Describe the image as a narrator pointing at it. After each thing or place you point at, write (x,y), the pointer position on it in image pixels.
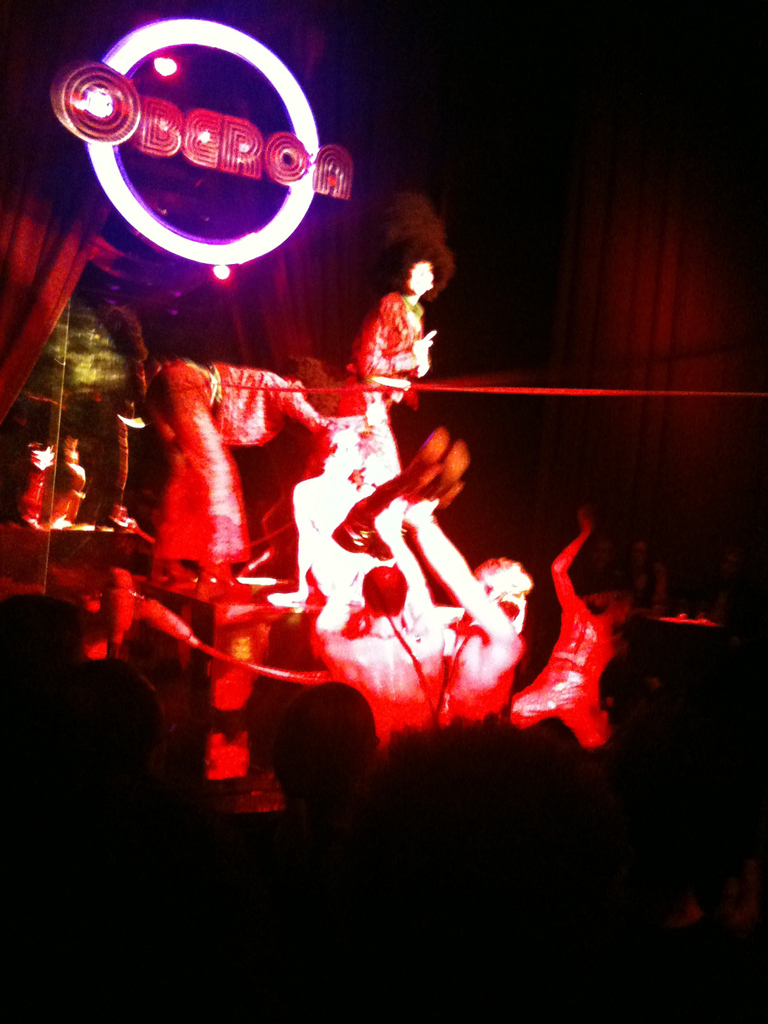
In this image there is some action going on few people (368,511) are performing the action and a light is focusing them, in the background (58,269) there are curtains (299,310) and a round ring (130,46) with light (224,44), on that there is some text (277,157).
